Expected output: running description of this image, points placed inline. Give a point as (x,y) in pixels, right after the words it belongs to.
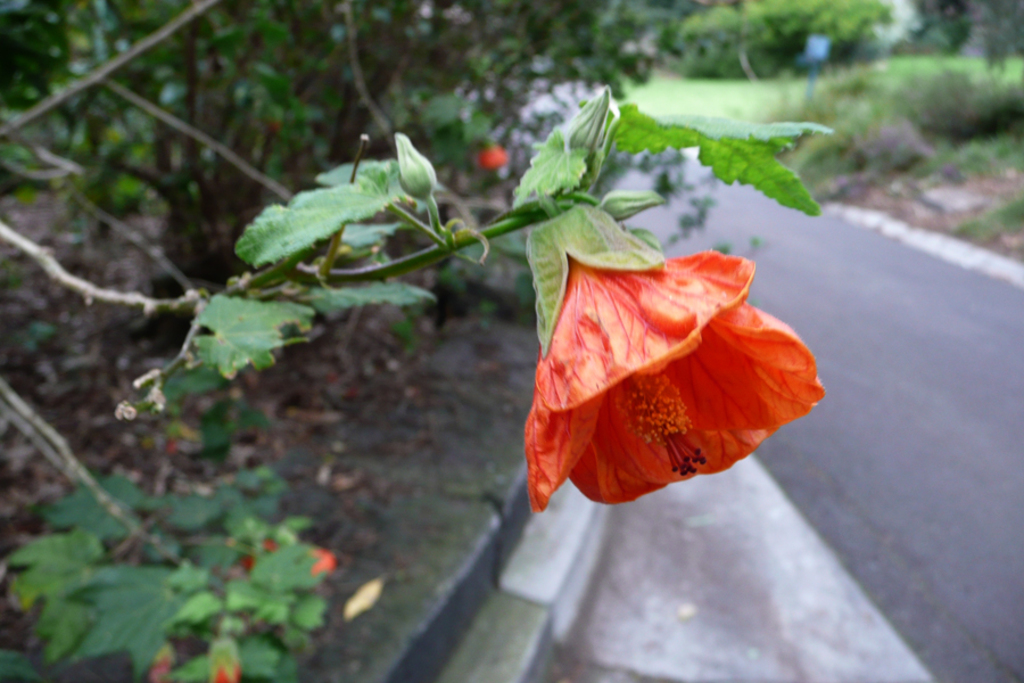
In this picture we can see a flower (594,422) and in the background (825,52) we can see the road (659,220), trees (388,118), some objects (809,84).
